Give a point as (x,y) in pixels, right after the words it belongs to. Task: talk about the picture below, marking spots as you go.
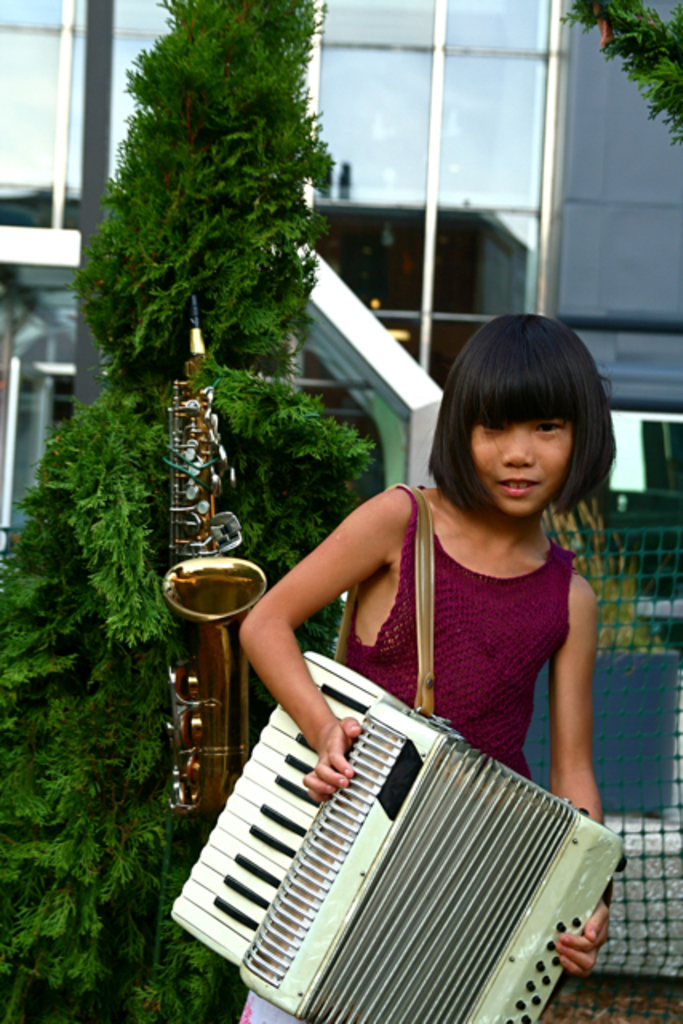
In this picture I can see there is a girl (530,656) standing and smiling, she is holding an accordion (351,814). There is a saxophone (211,493) behind her and there are plants (248,199), a building (340,136) and it has glasses (35,180).
